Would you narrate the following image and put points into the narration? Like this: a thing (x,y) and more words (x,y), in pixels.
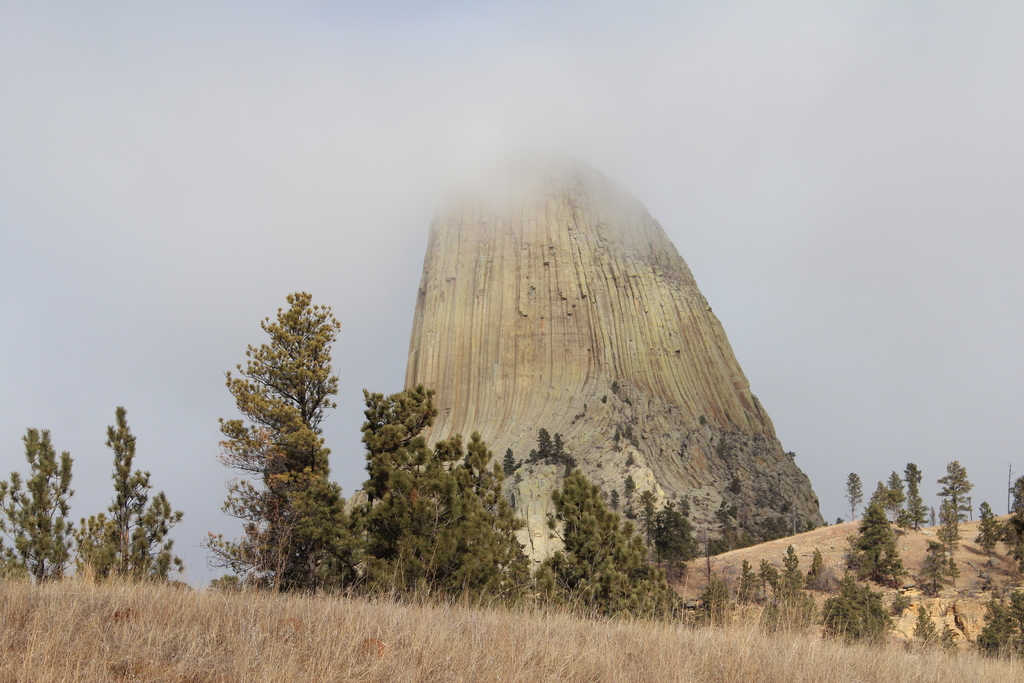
In this image I can see bushes (204,647) in the front (564,631). In the background (57,545) I can see number of trees (125,449), clouds (418,247) and the sky (412,144).
